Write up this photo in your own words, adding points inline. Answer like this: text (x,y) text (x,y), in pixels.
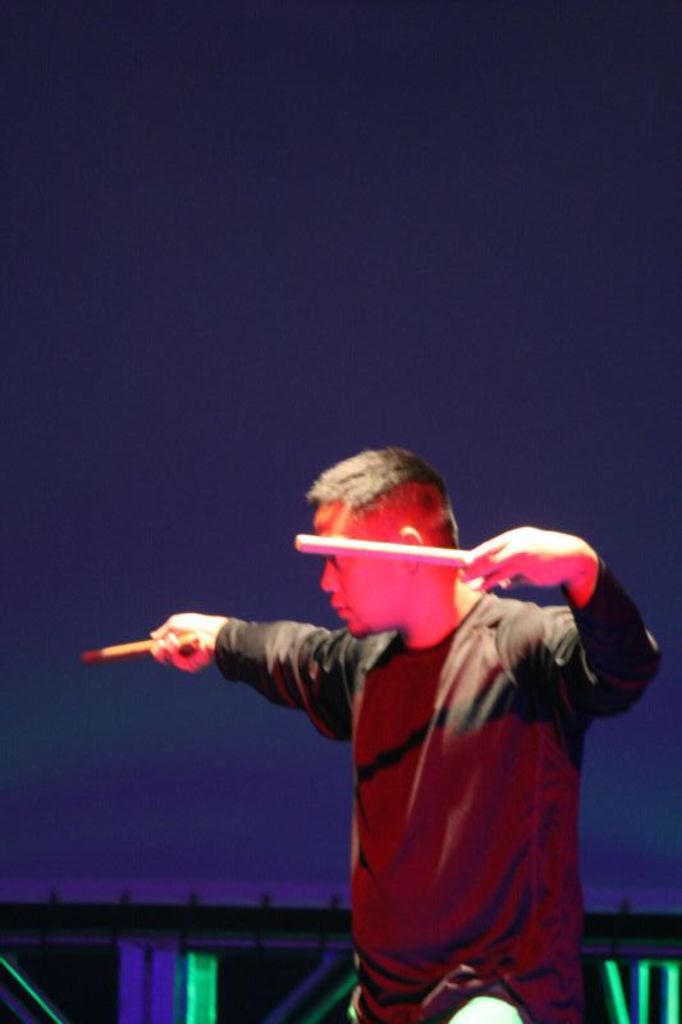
In the image there is a man (335,662), he is holding sticks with his both hands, there is a red light (372,520) focusing on the person (352,479).
